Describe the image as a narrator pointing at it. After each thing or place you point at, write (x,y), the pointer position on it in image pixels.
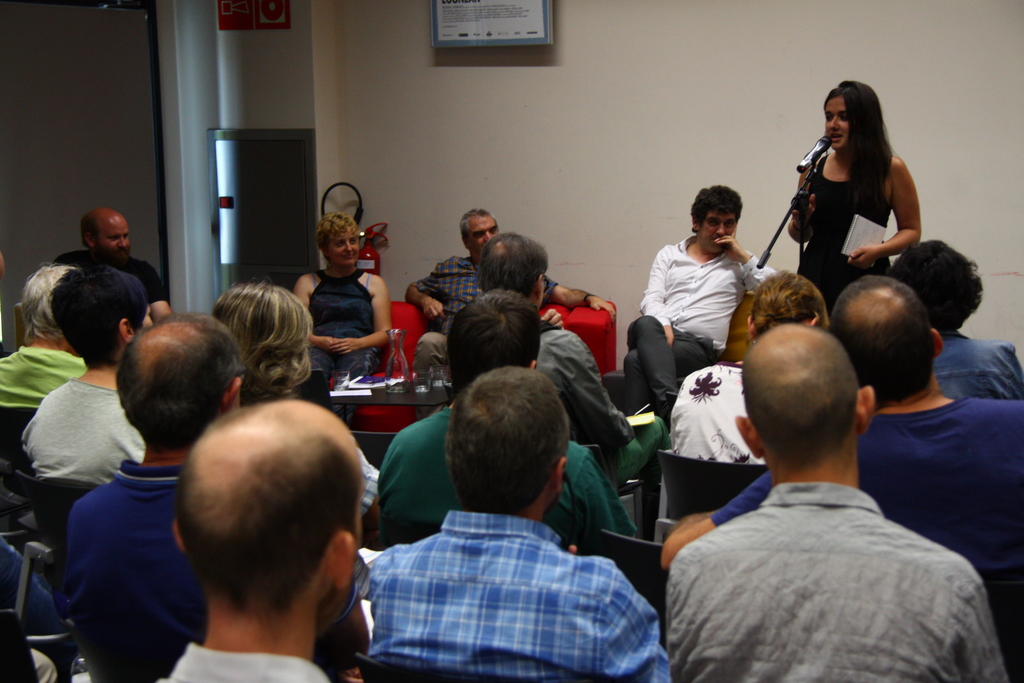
In this image a group of people (488,477) sitting on a chair (38,480). A lady (835,219) is standing and speaking into a microphone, two persons (460,290) are sitting on a couch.
